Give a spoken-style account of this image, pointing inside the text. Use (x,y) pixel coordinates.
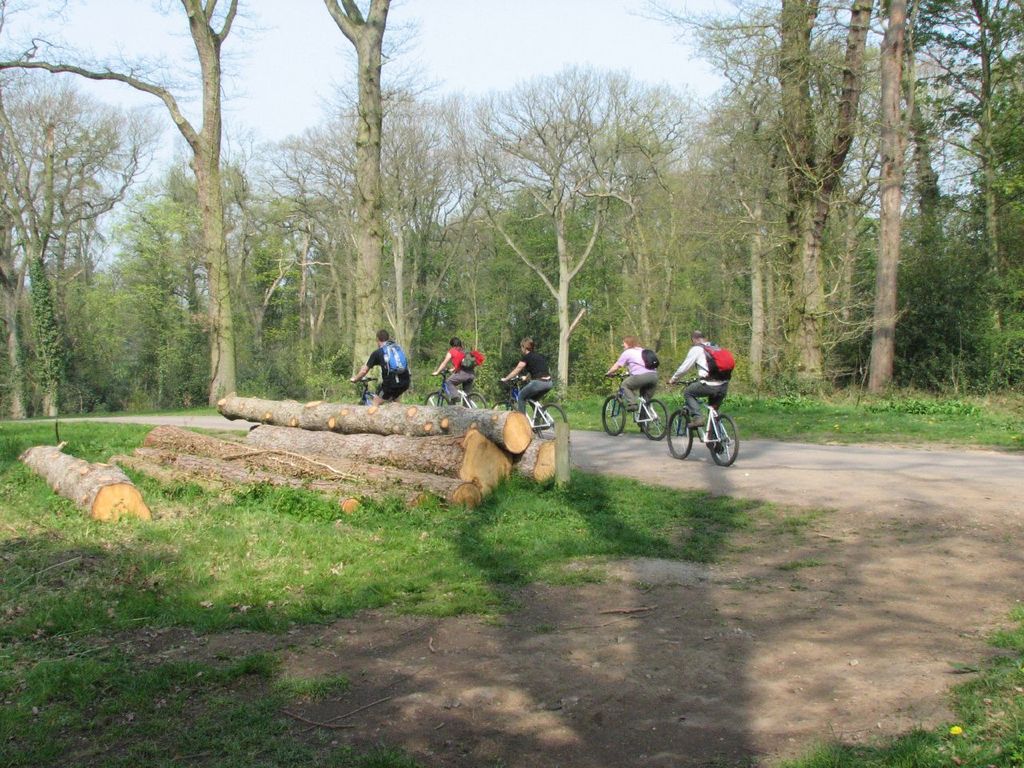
In this image we can see the people (531,362) cycling. We can also see the cut woods (372,492), grass (336,500), path (621,471), trees (737,351) and also the sky (555,48).
